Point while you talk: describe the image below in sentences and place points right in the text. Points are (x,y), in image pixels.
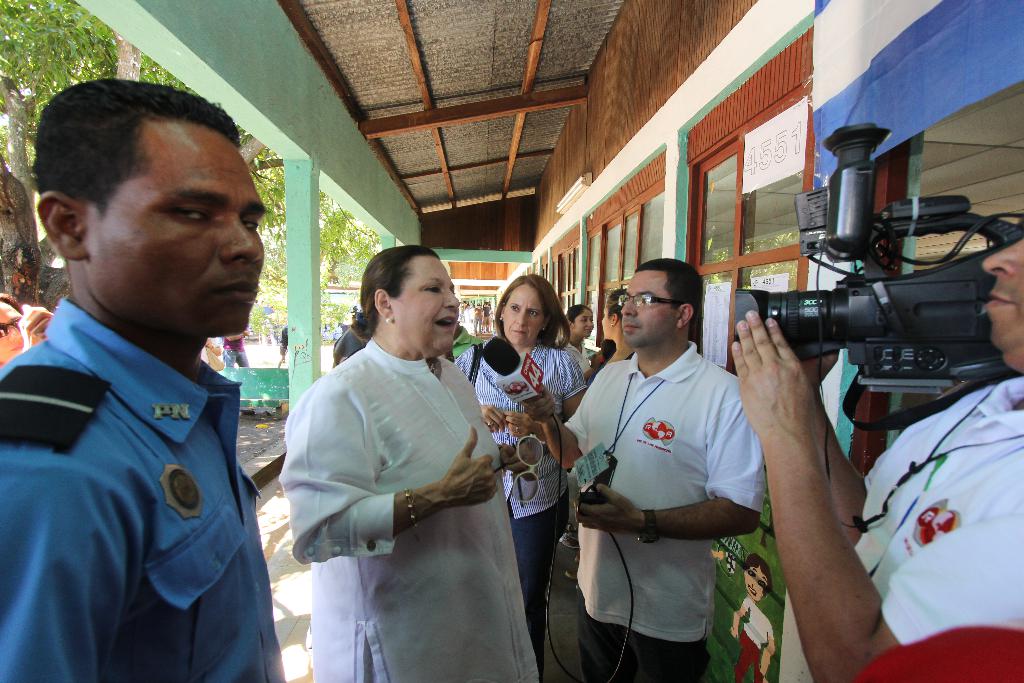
In this image a woman (472,441) wearing a white top (417,474) is holding goggles (522,459). Beside her there is a person (718,499) wearing a white shirt (701,482) is holding mike (512,379) in his hand (552,402). Right side (976,444) there is a person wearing a white shirt (959,530) is holding camera (921,263). Left side (94,596) there is a person (180,566) wearing a blue shirt (96,557). Behind him there are few trees (41,7). Behind the bench (243,397) there are few persons (241,349). A light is attached to the wall (604,183).
